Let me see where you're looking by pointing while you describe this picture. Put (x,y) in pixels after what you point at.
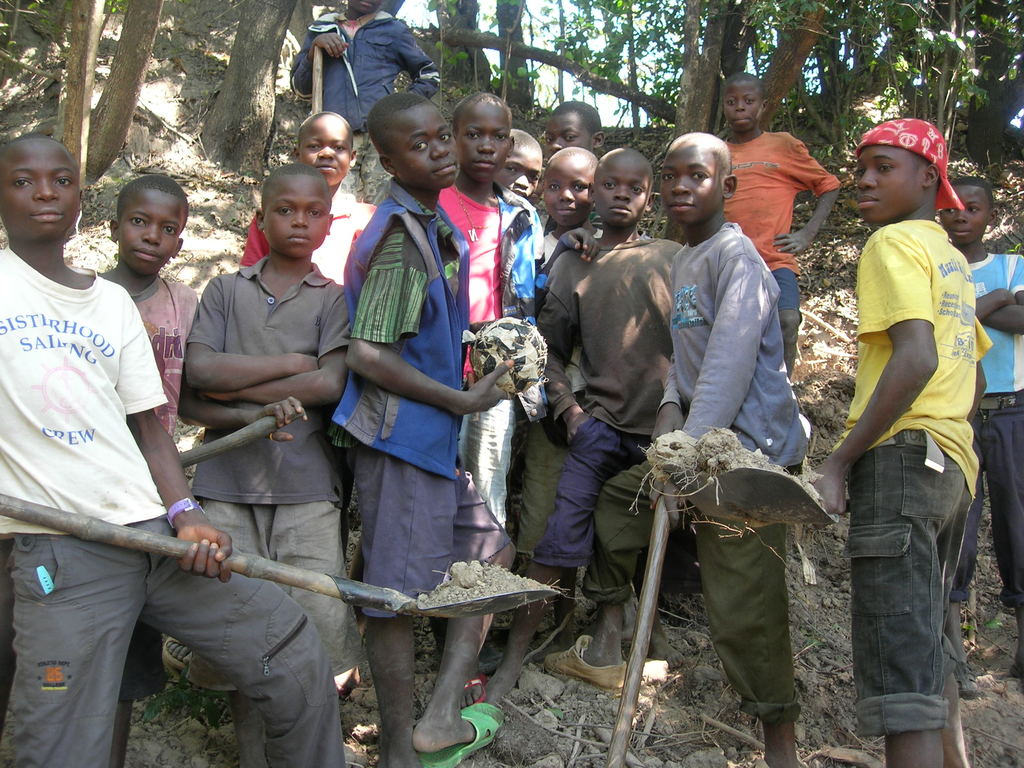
In this picture we can observe some children (279,239) standing on the ground (577,722). We can observe some digging tool (280,573) in their hands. In the background (862,44) we can observe some trees (81,50) and a sky (603,94).
